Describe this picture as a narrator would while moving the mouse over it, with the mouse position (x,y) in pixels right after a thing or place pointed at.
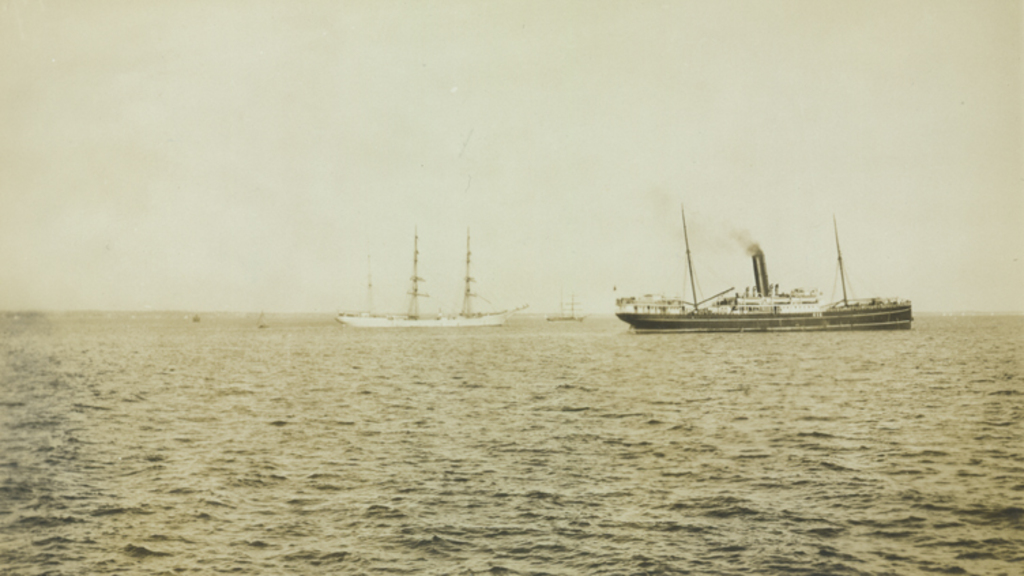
In this image there is water (565,465) at the bottom (606,487). There is a ship (693,301) with poles (845,294) and we can see smoke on the right corner (845,328). There are ships (375,314), poles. And there is sky (587,124) at the top (472,156).
